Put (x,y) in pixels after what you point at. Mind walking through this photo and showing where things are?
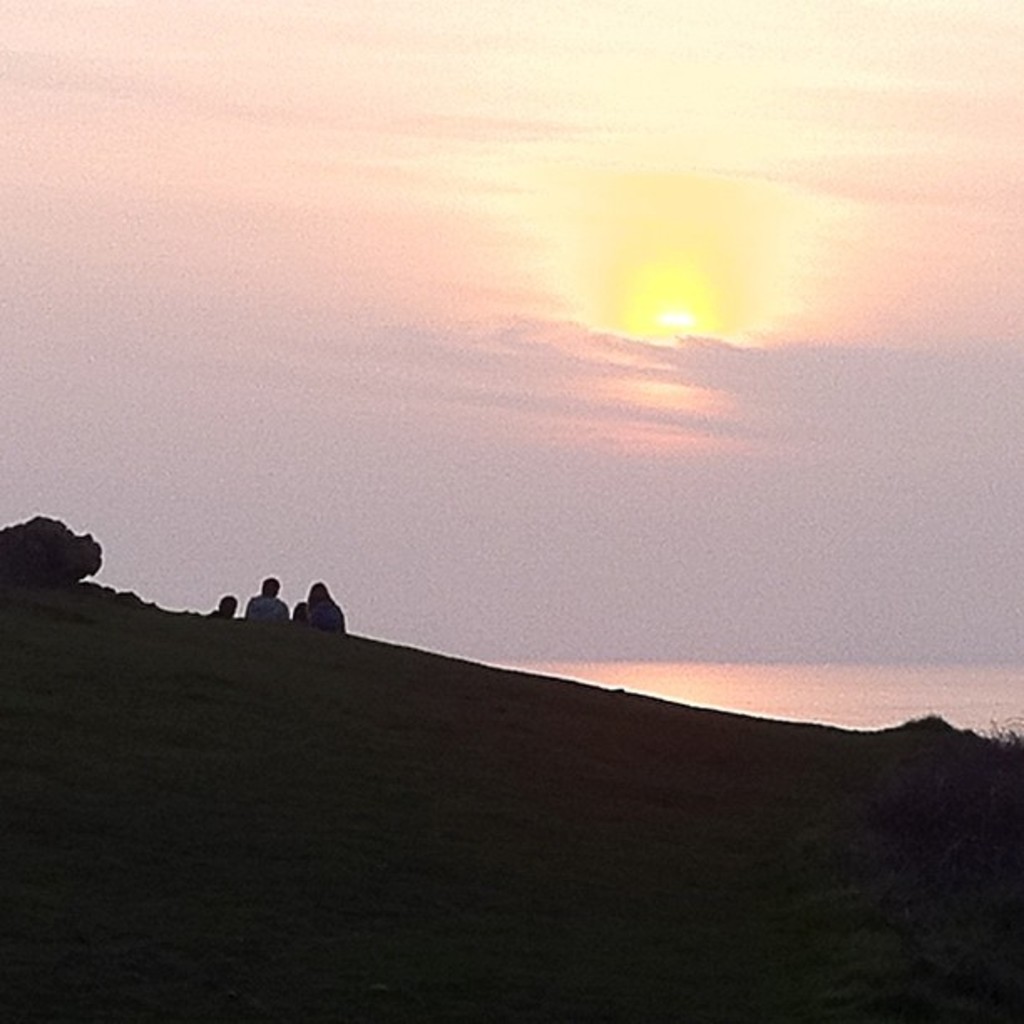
In this picture, we can see the ground (281,701), and a few people (320,604), the sky (356,623) with clouds (693,453), and the sun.
